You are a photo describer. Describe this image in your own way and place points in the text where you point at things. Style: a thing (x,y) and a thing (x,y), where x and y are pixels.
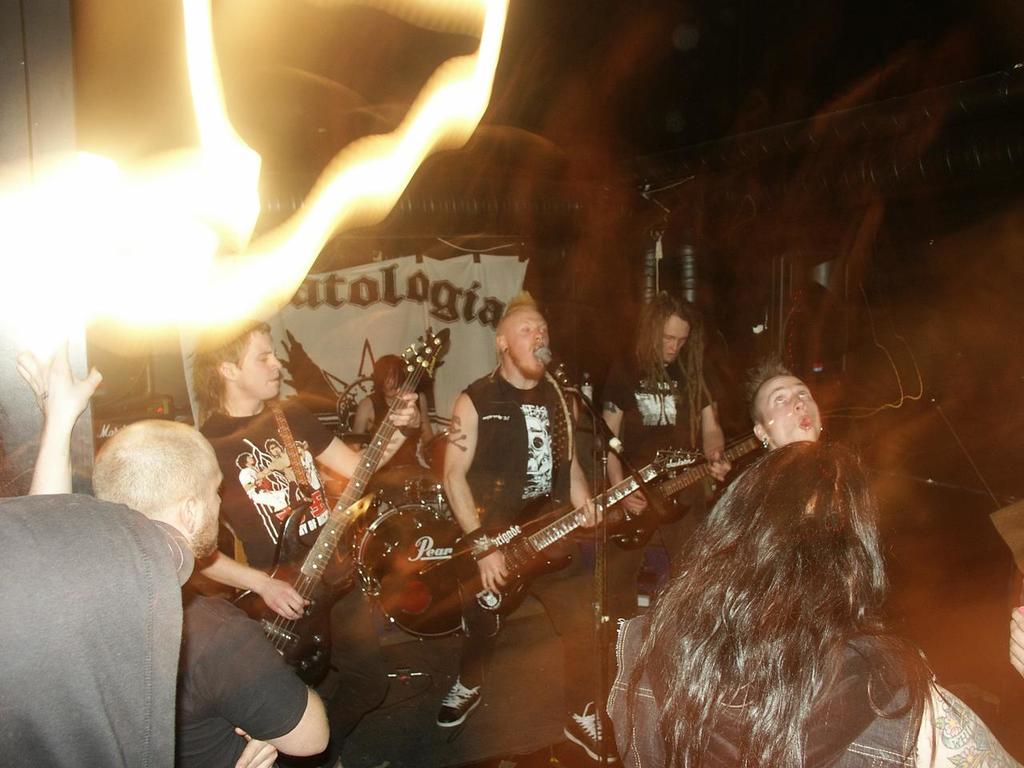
in the picture there are many playing guitar (369,449) and singing with a microphone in front of them.
